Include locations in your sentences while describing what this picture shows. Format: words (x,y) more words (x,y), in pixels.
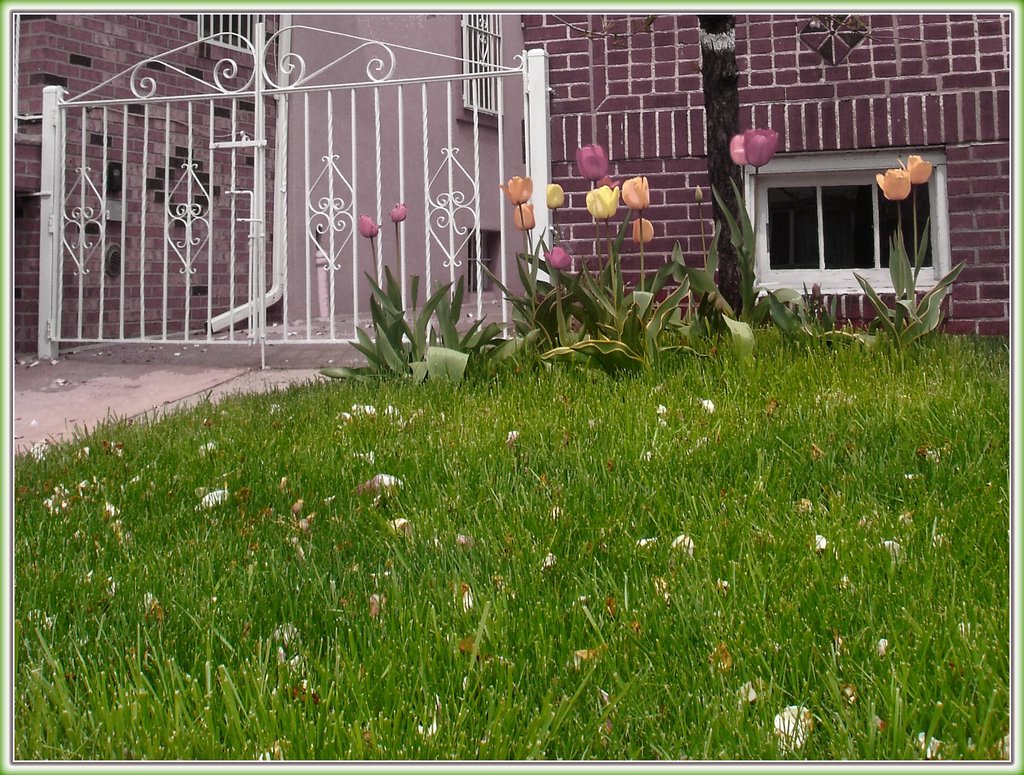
In this image we can see grass (701,566), plants (650,327), flowers (565,256), window (870,275), gate (445,207), walls (444,39), and objects (283,20).
